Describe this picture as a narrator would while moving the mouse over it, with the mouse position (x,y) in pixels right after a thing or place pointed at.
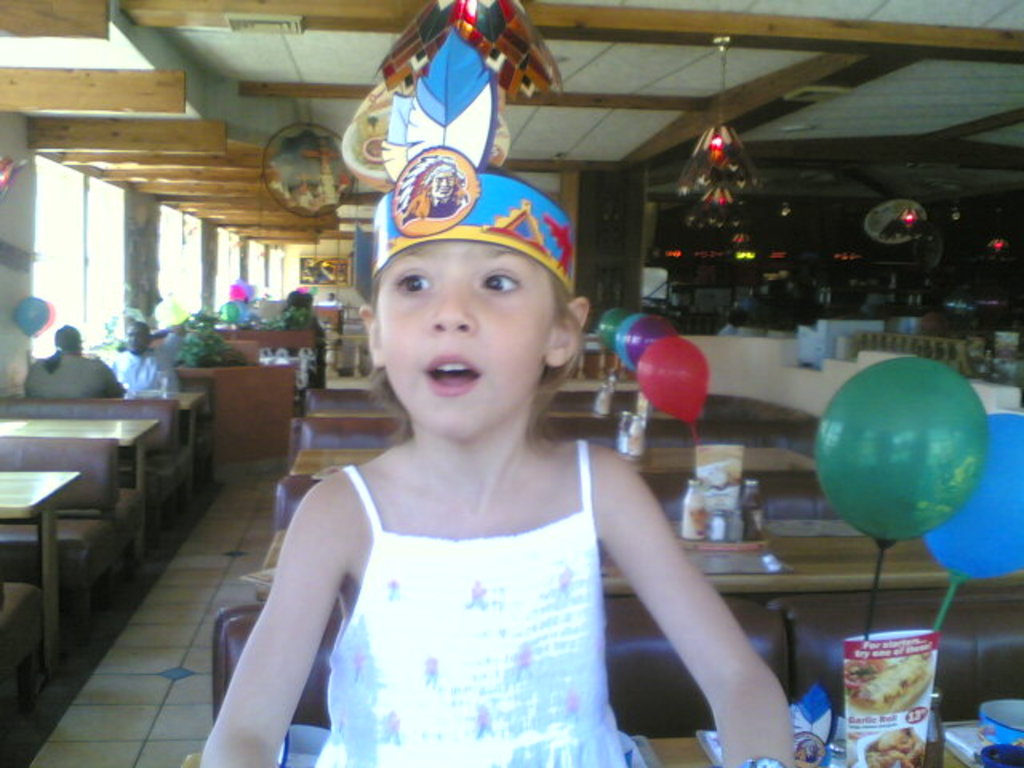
The picture consists of tables (8,496), balloons (1015,520), food items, people (369,335), plants (219,346) and various other objects (476,127). The picture might be taken inside a restaurant (90,245). On the left (99,270) we can see windows (63,262). On the right (782,596) there are couches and decorative items (741,242). At the top (505,103) there is ceiling (843,39).
